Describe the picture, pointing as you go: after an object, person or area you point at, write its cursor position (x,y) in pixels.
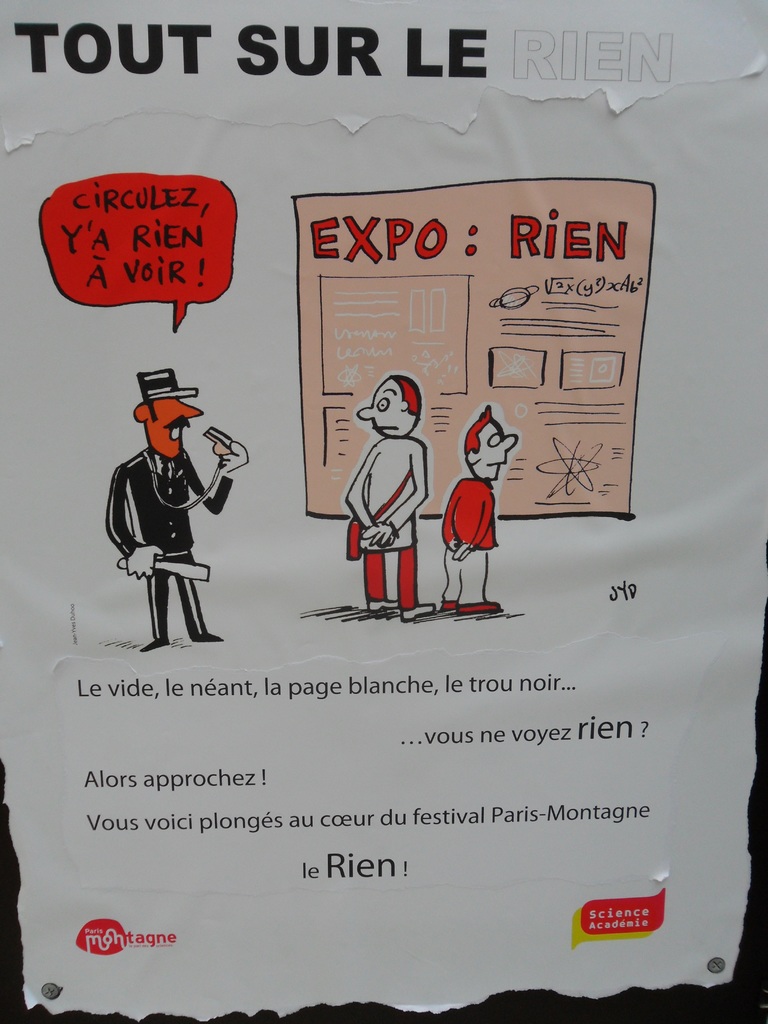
This is a poster (295,293), in this image there is text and depiction of some people (377,488).
